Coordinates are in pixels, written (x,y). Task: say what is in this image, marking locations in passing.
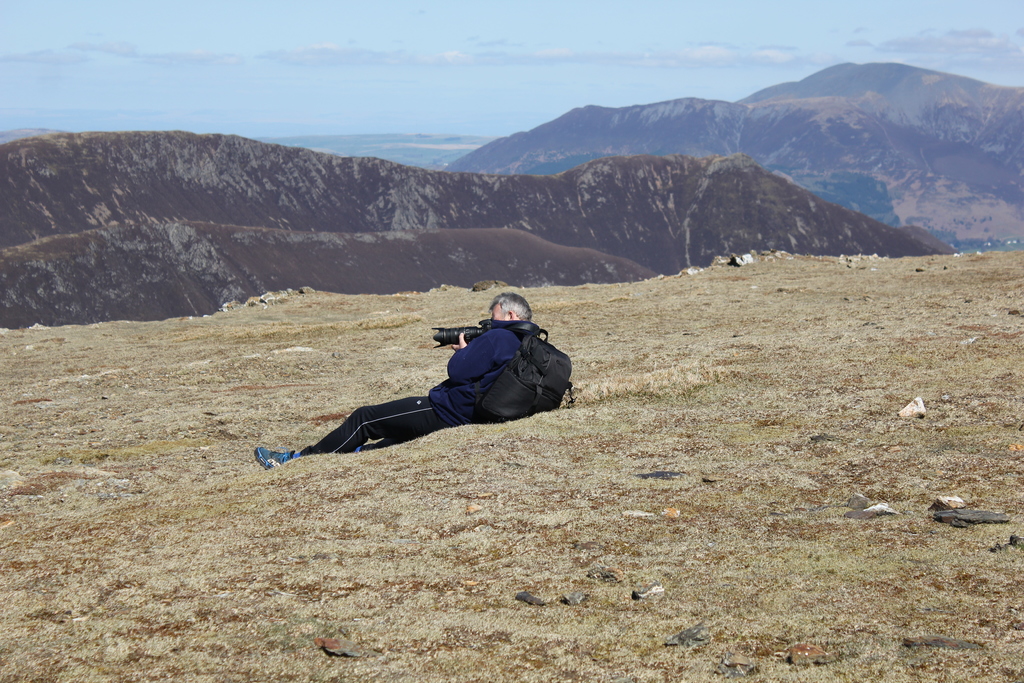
In this image I can see the person (509,337) sitting and holding the camera (472,334). In the background (528,165) I can see the mountains (772,200) and the sky (355,81) is in blue and white color.
